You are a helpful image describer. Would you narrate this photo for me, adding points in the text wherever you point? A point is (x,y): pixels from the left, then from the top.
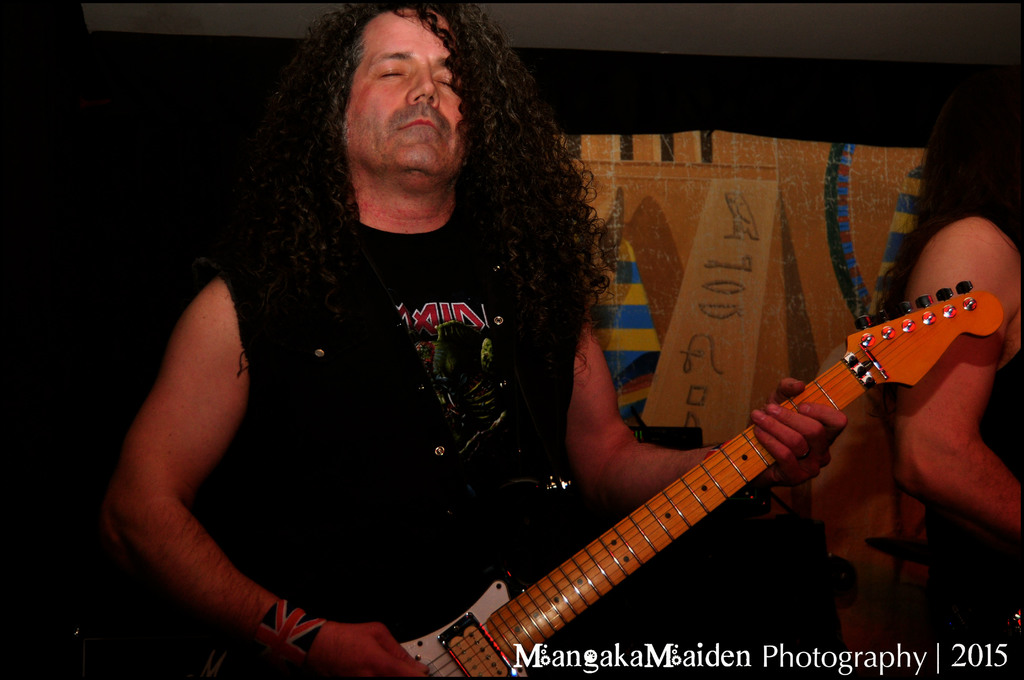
There is a man (470,376) wearing a black shirt (458,307) and has a long hair (513,193). He is holding and playing guitar (683,521). This guitar (671,514) is of orange in color.
